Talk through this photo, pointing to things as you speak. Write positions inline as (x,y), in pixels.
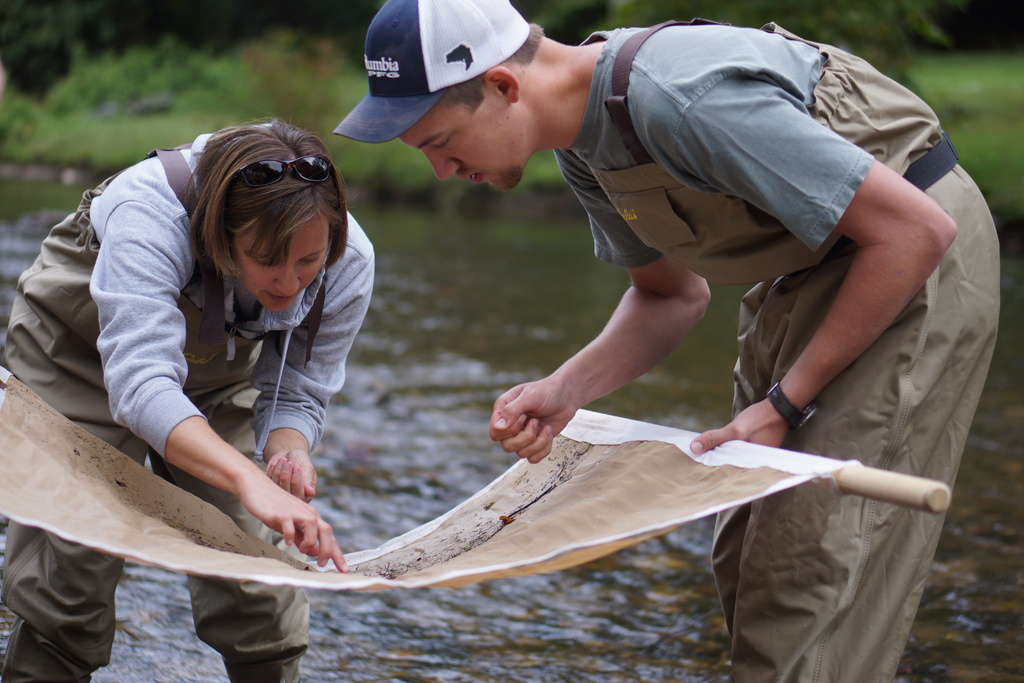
In this image we can see a man (625,150) and a woman (205,361). The man (822,506) is holding a wood (862,467) and a cloth (605,515) in his hand (712,433). In the background (536,330), we can see water (460,226) and greenery (976,118).
